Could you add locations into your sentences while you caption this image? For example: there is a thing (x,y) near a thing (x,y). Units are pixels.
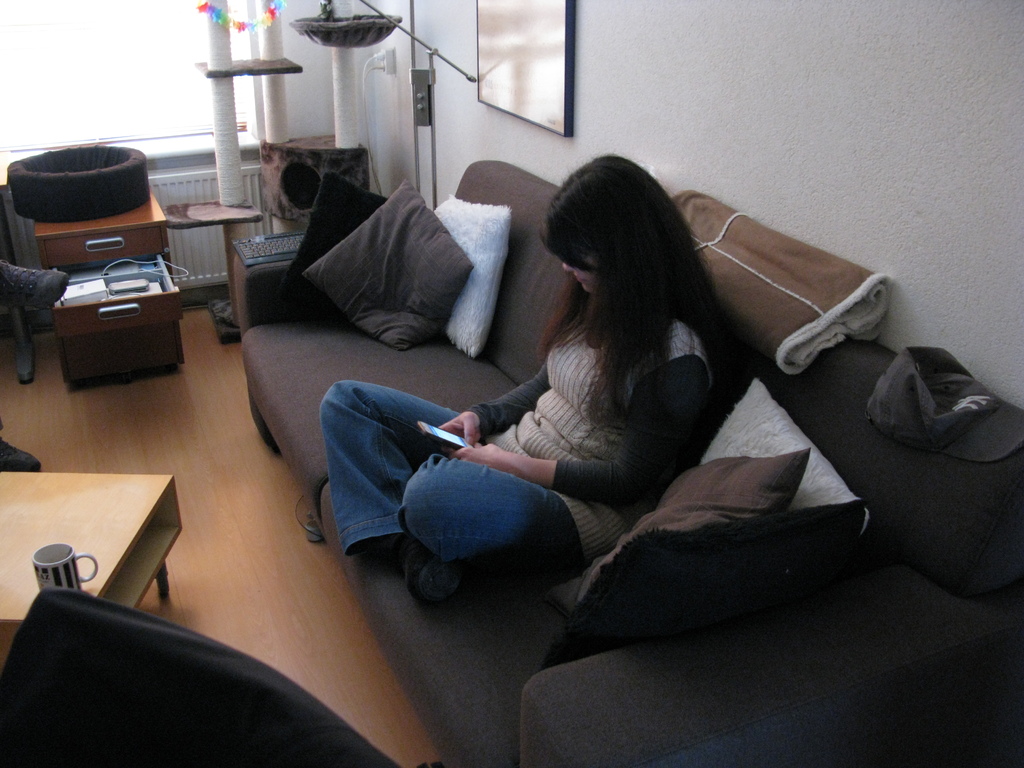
In this image i can see a woman (590,348) sitting on a couch (374,349) at front (120,526) there is a cup (81,571) on a table (109,543) at the back ground (527,34) there is frame (529,41) attached to a wall (624,59) and a pole (280,101).
